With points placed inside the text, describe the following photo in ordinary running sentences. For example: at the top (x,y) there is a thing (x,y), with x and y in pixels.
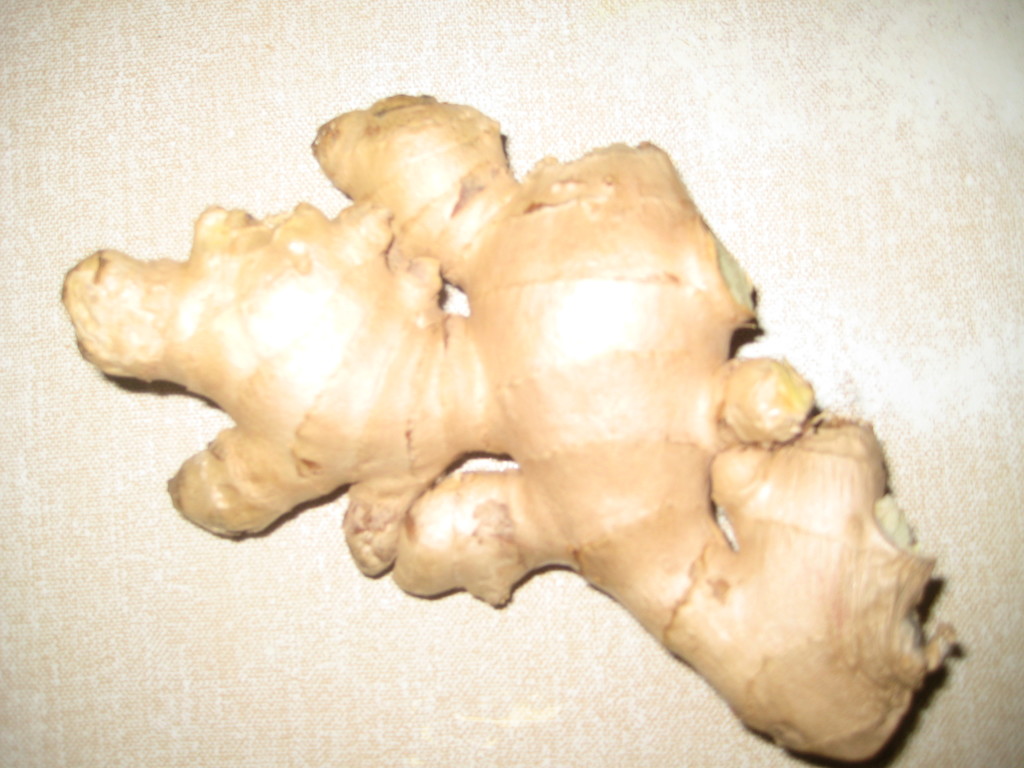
We can see ginger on the surface (651,133).
